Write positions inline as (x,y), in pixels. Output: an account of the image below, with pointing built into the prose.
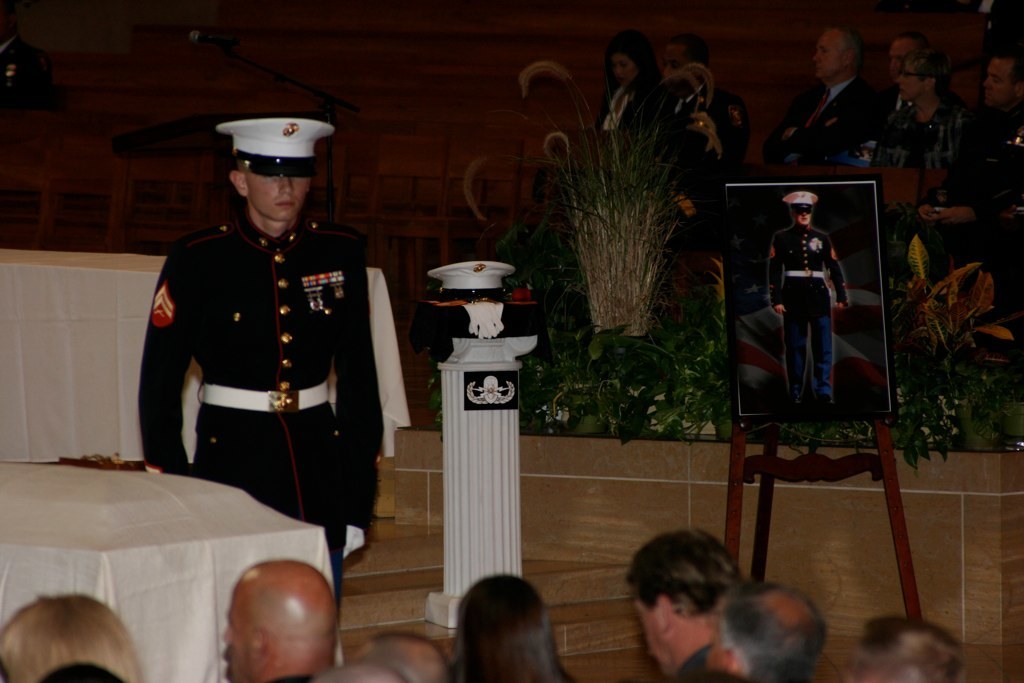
In this image at the bottom (279,625), there are many people (500,651). In the middle (373,450) there is a man (283,369), he wears a shirt (199,301), trouser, cap (268,154). On the right (823,357) there is a photo frame (814,392), stand (800,475), plants (697,367). In the middle (495,422) there is a cap (488,277), gloves (487,320), pillar (462,549).
